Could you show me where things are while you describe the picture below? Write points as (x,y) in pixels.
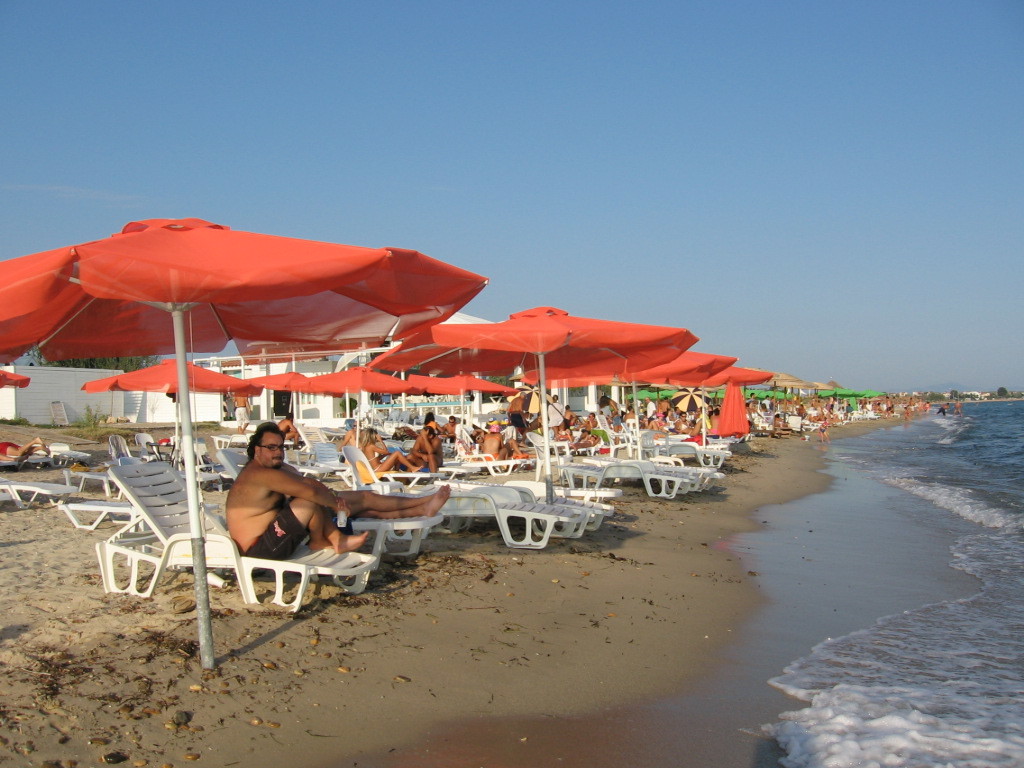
In this image we can see few people (554,405) sitting on the benches (570,465) and few umbrellas (743,417) on the ground (389,618) and there is water (885,681) on the right side (875,708) and there is a building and the sky (679,207) in the background (564,142).
